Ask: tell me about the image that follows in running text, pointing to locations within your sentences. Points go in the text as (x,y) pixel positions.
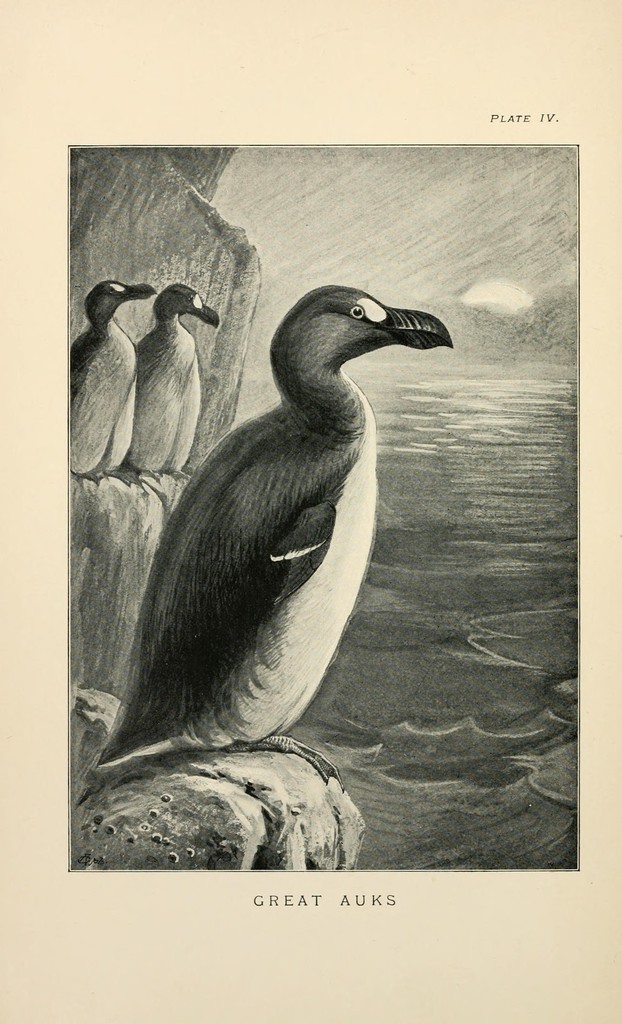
In this image we can see a page (419,458) of the book (329,567). In this image we can see pictures (389,513) and text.
